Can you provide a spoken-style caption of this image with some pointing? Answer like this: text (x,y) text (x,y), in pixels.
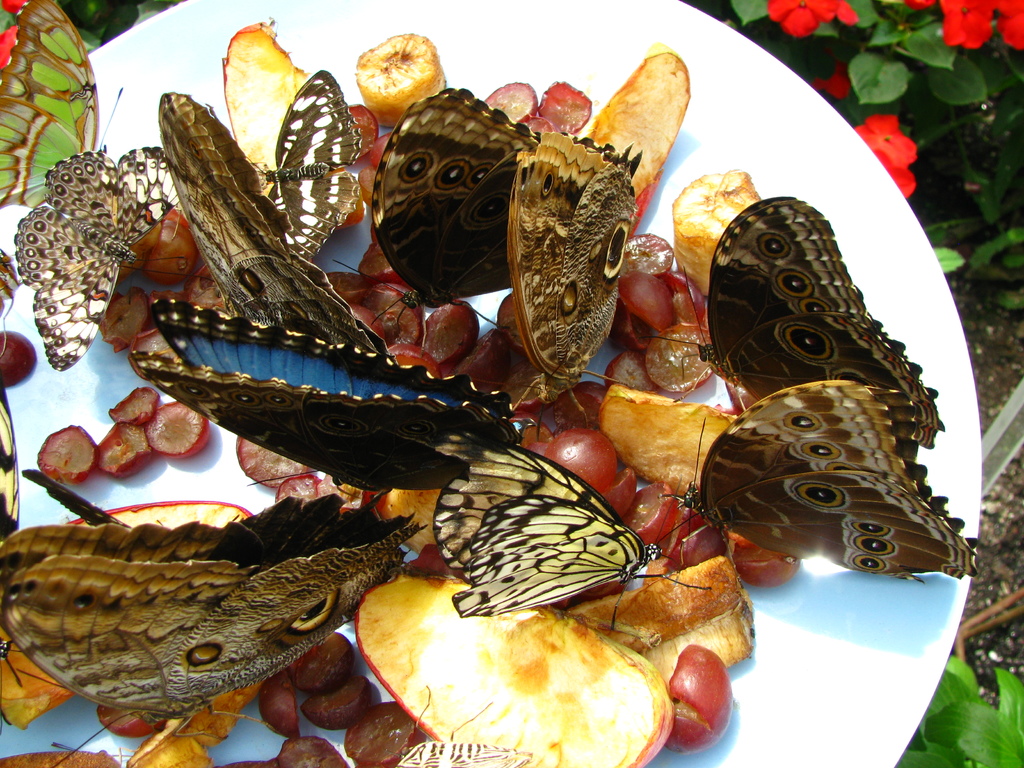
In the image we can see there are butterflies (67,547) sitting on the fruits (110,333) and the fruits (110,333) are kept on the plate (959,458). There are flowers (956,22) on the plant (946,69).
